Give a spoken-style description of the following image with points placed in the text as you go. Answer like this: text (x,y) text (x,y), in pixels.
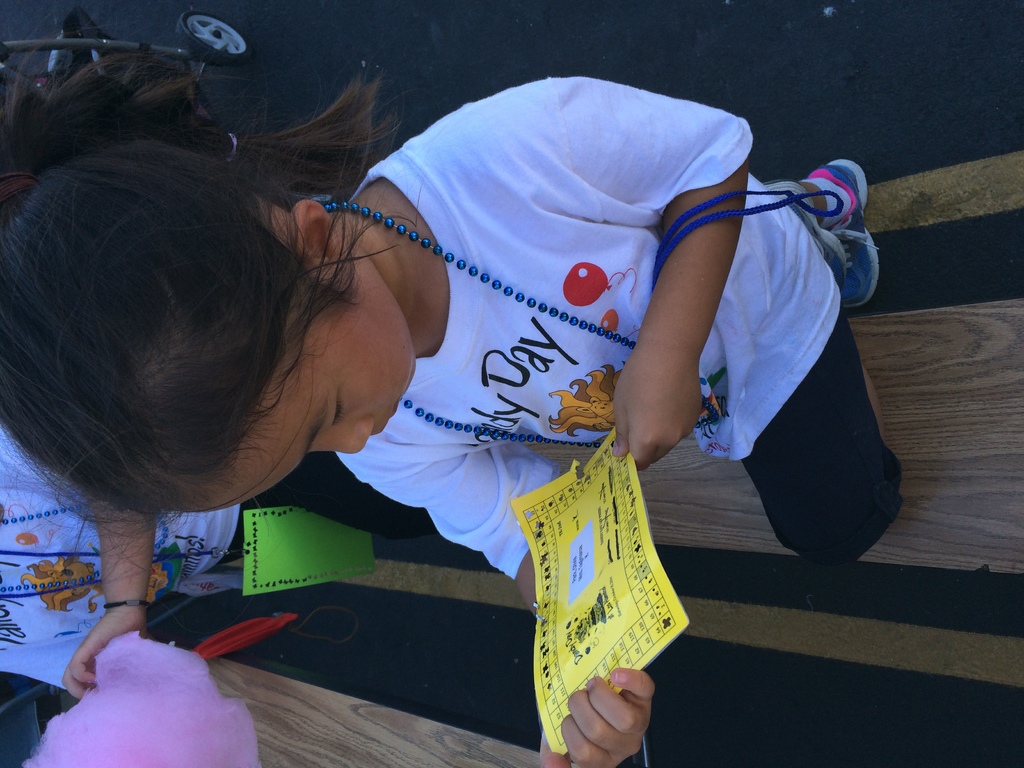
This picture seems to be clicked outside. In the center (637,330) there is a kid (476,150) wearing white color t-shirt (587,245), holding paper (622,545) and standing with his one leg (847,379) on the wooden bench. In the background (272,61) we can see the ground (334,43) and some other objects (83,629).
